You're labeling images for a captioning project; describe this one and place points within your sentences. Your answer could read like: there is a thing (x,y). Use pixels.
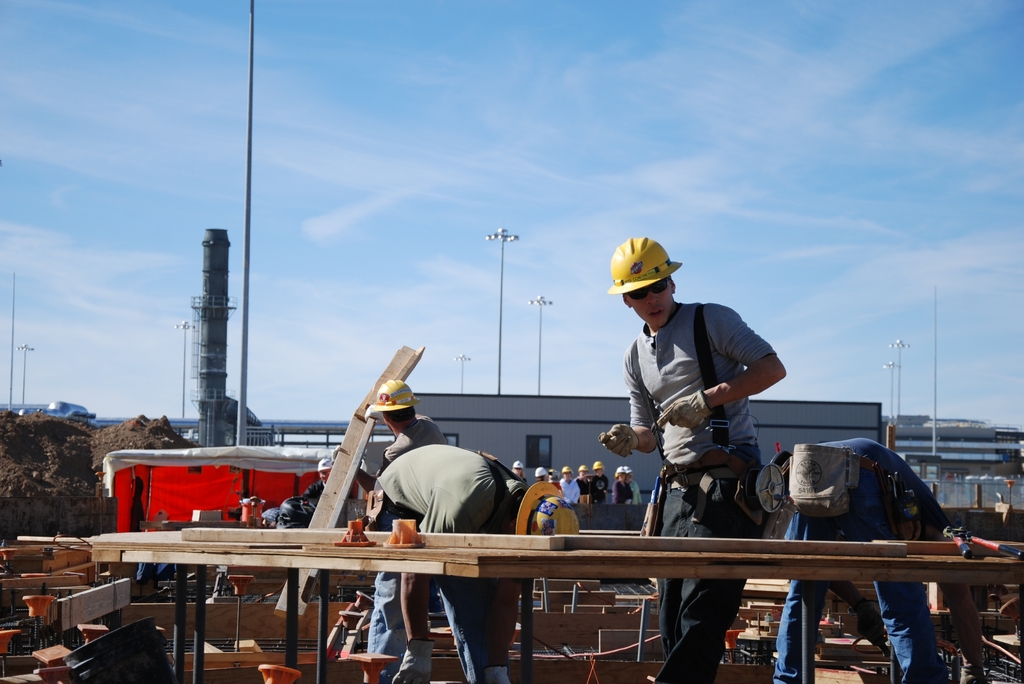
This is an outside view. At the bottom (319,584) there are many tables (610,570) and some other wooden objects (60,573) and also few people (539,522) are standing. One person (395,453) is holding a wooden plank (348,453) in the hands (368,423). In the background (622,478), I can see some more people (585,470) and a tent (297,469). On the left side (53,471) there is a heap of soil (65,451). In the background (449,403) there are many buildings (777,425) and light poles (899,360). At the top of the image (526,118) I can see the sky (461,137).
